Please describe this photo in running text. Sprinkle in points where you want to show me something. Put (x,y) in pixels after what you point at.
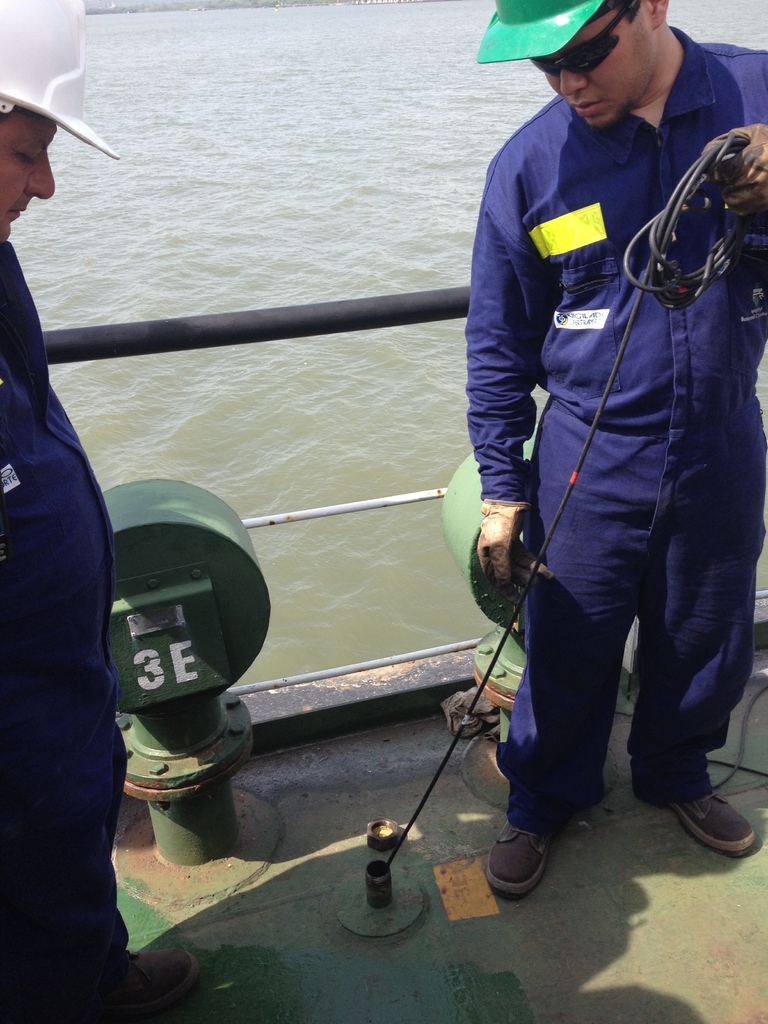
In this image we can see two persons (50,784) standing on the boat (475,858), one of them is wearing white color hat (45,55), and the other one is wearing green color hat (579,14), a person (568,558) is holding a wire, and the boat (155,750) is on the water (534,90).
